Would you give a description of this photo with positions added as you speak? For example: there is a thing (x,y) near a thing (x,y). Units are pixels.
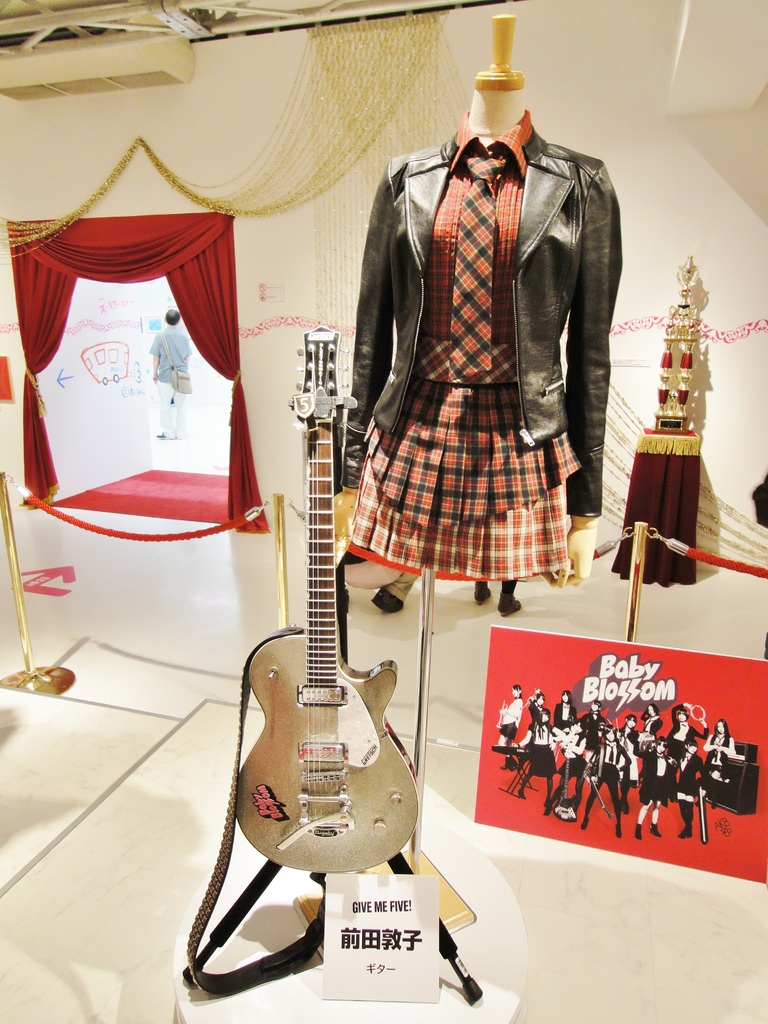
There is a dress (465,316) of a woman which is black and red in color and there is a guitar (324,576) beside it and there are some other objects (217,275) in the background (694,340).
